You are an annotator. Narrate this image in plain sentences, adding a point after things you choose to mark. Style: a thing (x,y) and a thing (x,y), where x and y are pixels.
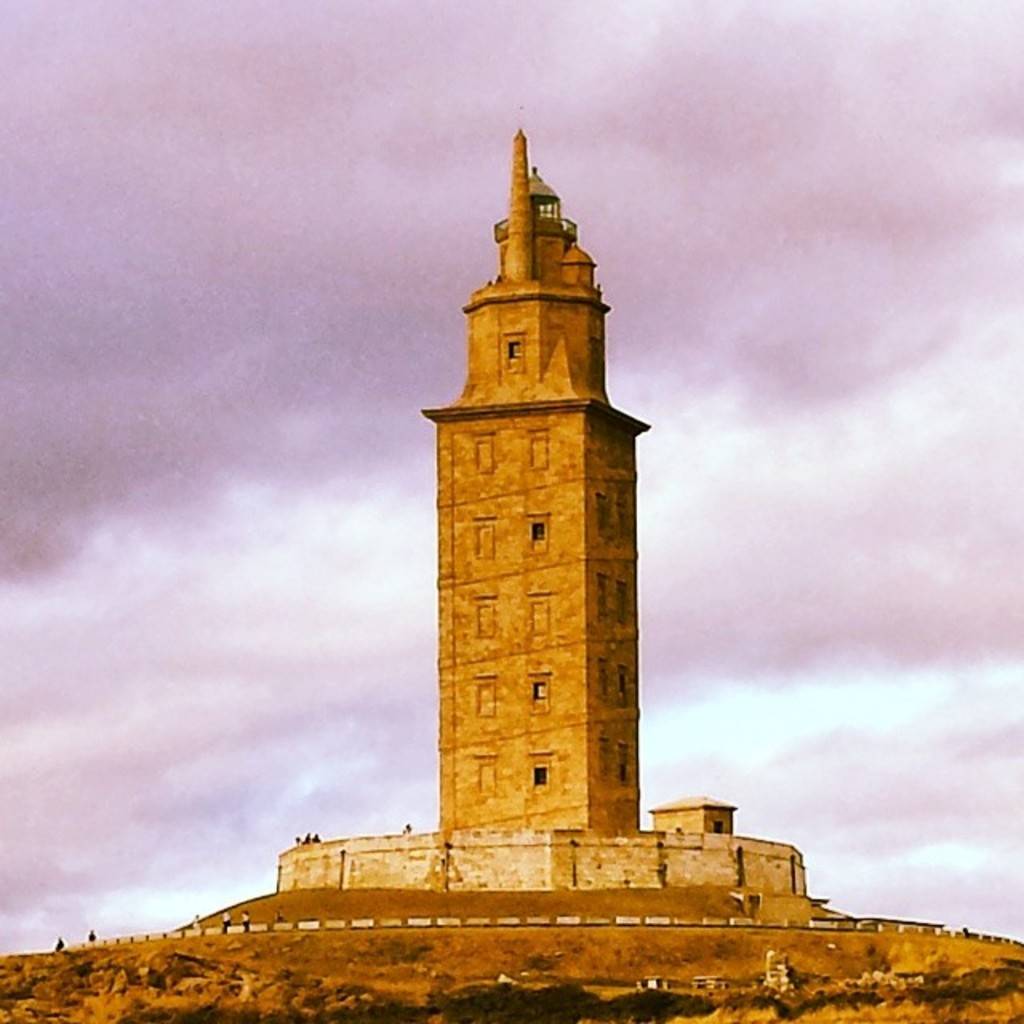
In this image we can see the tower of Hercules (516,539), few persons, grass (369,937) on the ground (19,983) and clouds (291,334) in the sky (324,251).
